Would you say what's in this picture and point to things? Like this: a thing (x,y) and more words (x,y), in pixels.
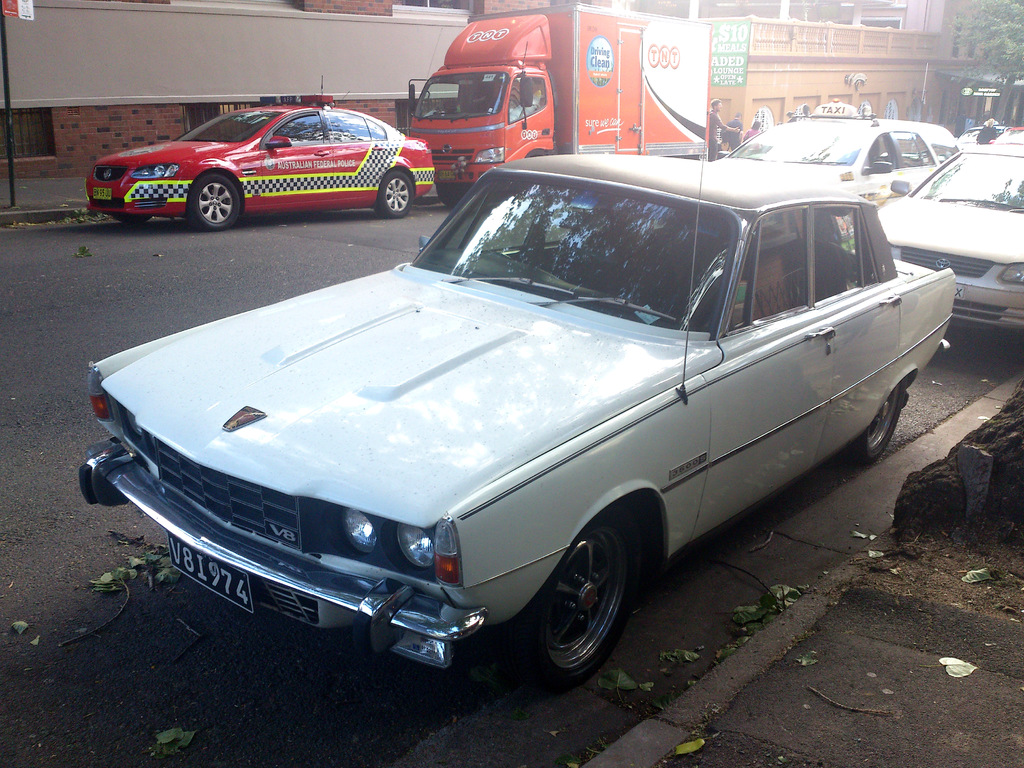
In this image we can see few cars (577,193) on the road (125,291), a person (726,130) standing near the vehicle (756,144), there are buildings (793,36), tree (1004,27) and a poster (727,54) attached to the building (799,66).
